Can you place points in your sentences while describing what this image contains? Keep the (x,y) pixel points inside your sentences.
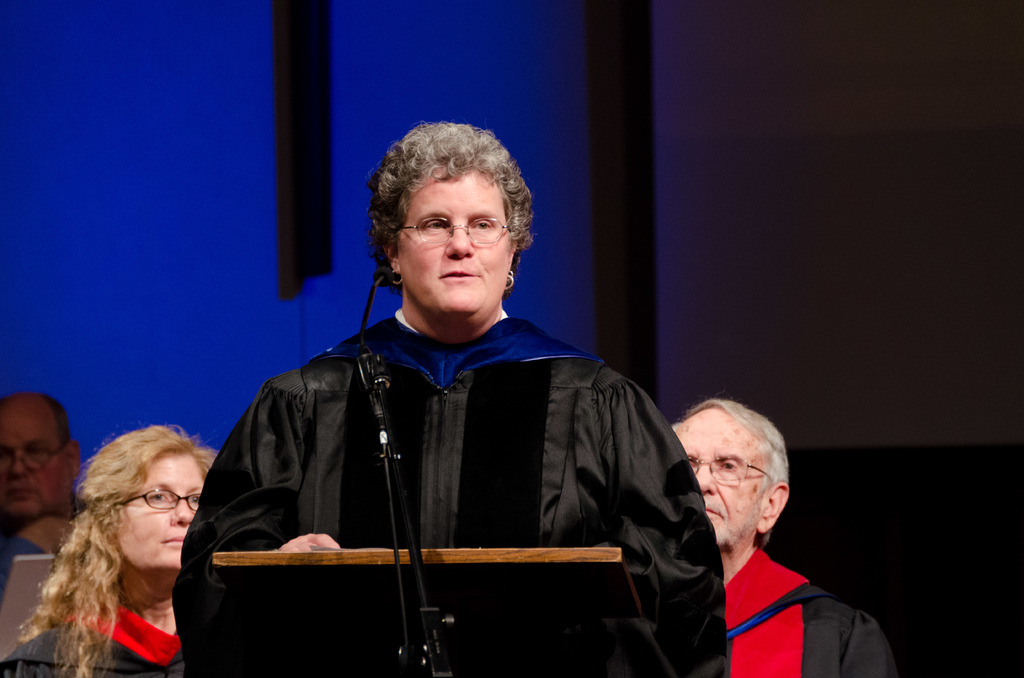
In this picture I can see a podium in front (299,578) and I can see the mic (384,416). In front of the podium (284,562) I can see a woman (489,340) who is wearing black color dress (331,462). Behind her I can see 2 men (38,422) and another woman (150,480). I see that it is black and blue color in the background (608,335).
